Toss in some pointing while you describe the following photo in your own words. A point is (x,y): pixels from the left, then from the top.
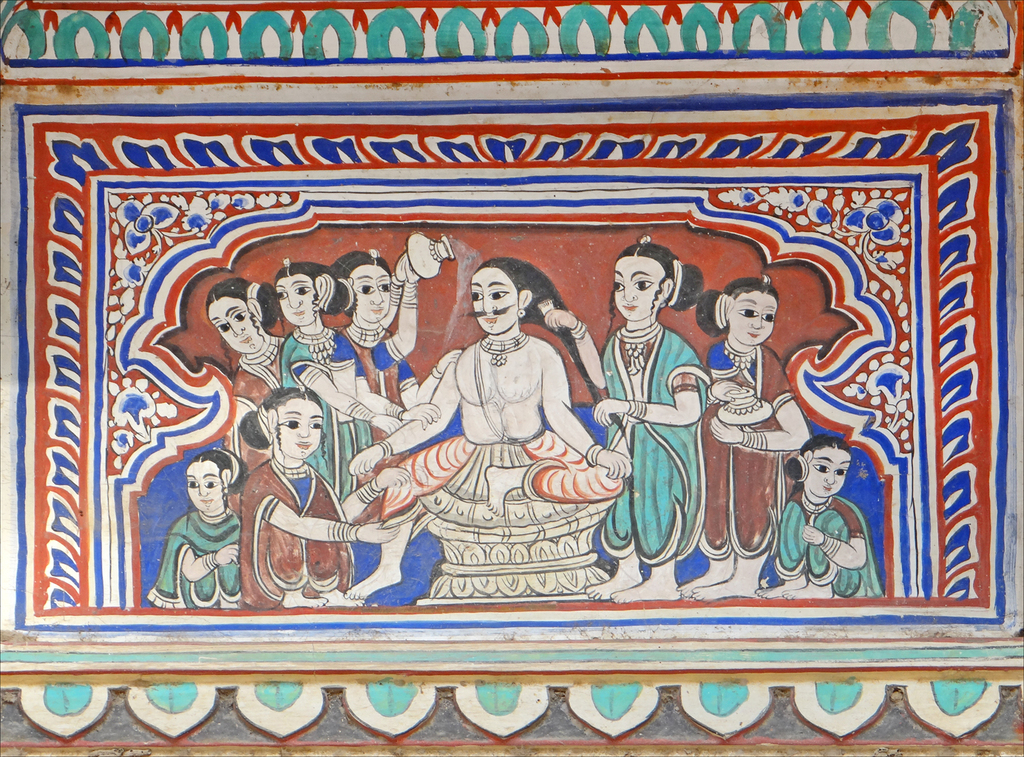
In this image there is a wall (347,376) and on wall (283,659) there is a painting (411,423).
